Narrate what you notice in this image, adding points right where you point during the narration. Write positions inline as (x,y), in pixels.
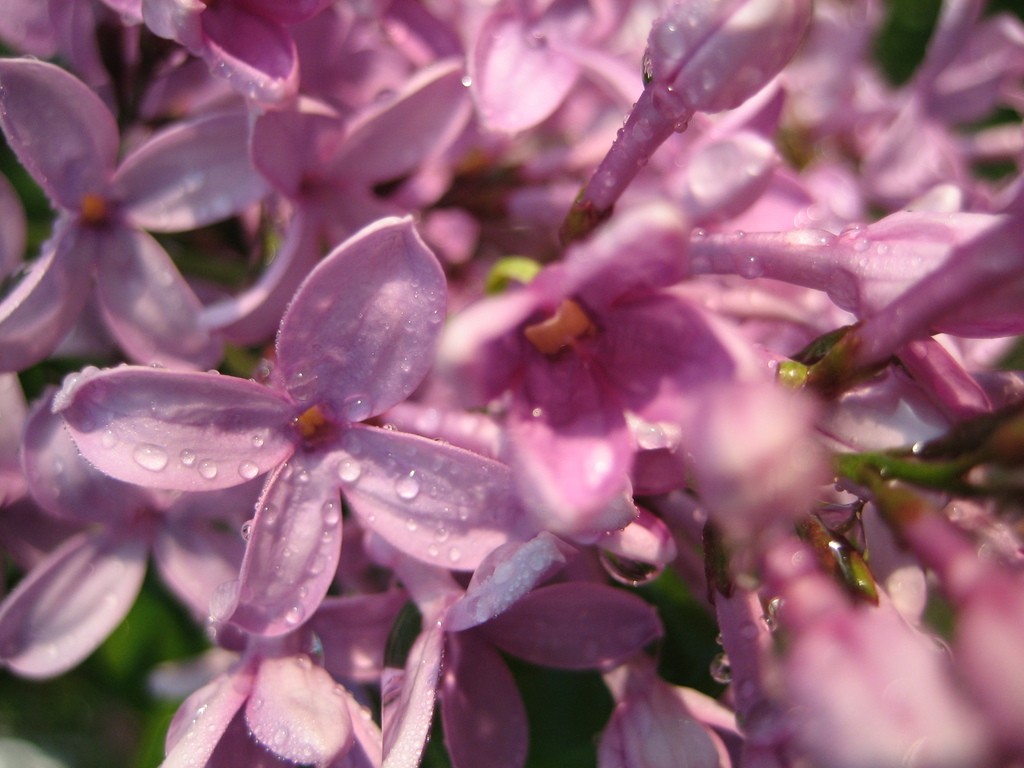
In this image there are group of flowers (472,267) truncated.
